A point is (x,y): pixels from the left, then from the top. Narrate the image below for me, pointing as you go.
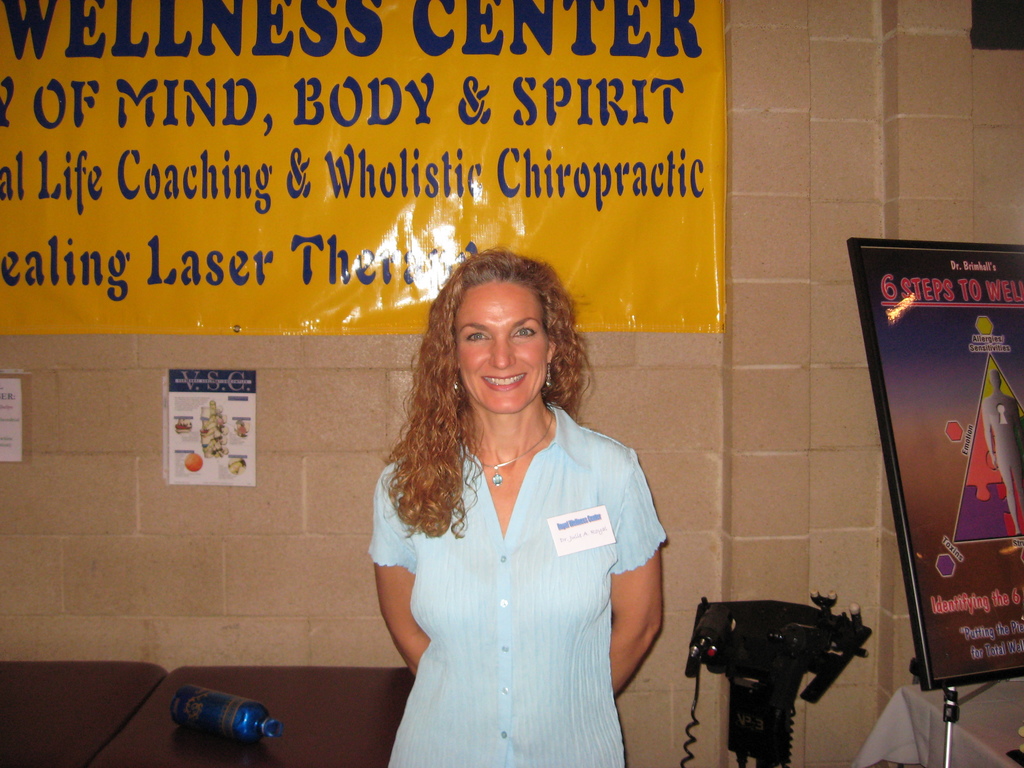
In this image I can see the person (429,676) with the blue color dress (465,679). To the left (261,715) I can see the bottle (207,720) on the table (175,734). To the right (770,713) I can see the board (957,665) and I can see the black color object (743,719). In the background (150,204) I can see the banner (327,269) and the posters (231,402) attached to the wall (284,479).
